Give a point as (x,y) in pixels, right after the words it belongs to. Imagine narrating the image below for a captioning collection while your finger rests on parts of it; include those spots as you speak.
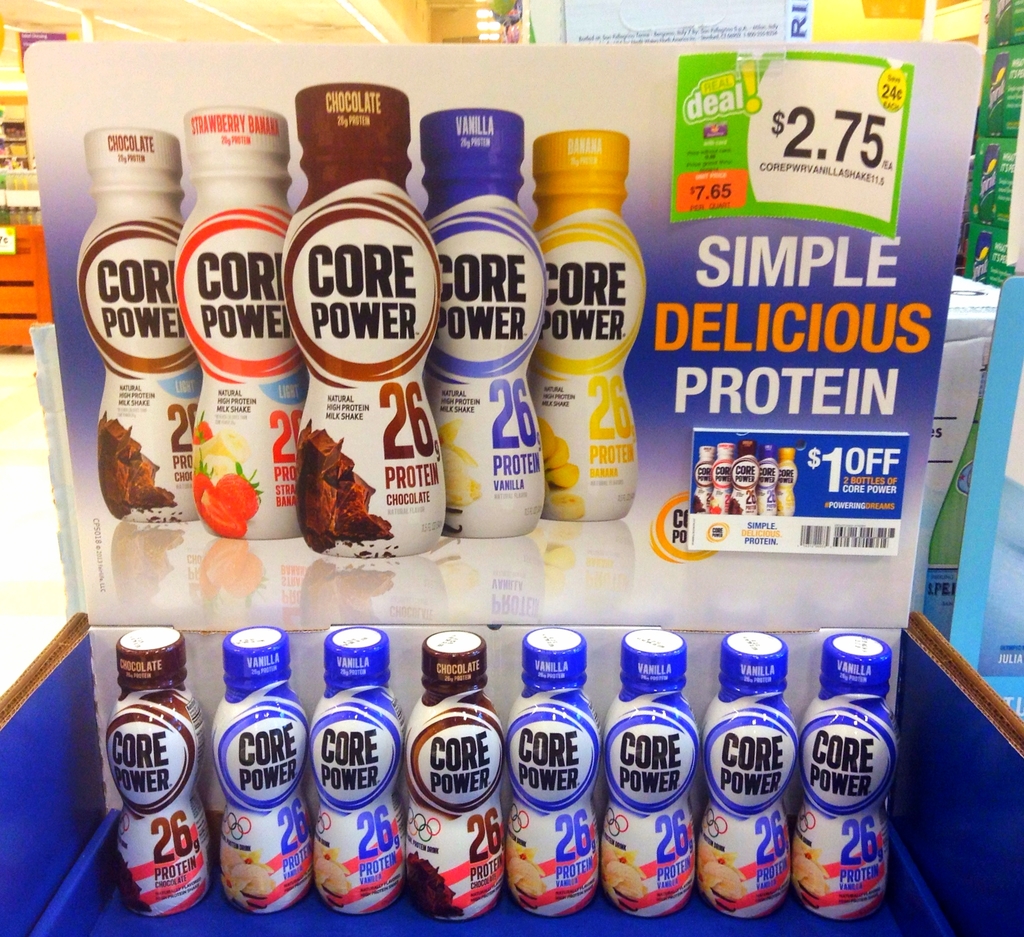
In the foreground of the image (628,693) there are bottles (334,682) arranged in a blue color rack (967,782) with banner (379,537). In the background of the image (29,249) there is a rack (8,165).
